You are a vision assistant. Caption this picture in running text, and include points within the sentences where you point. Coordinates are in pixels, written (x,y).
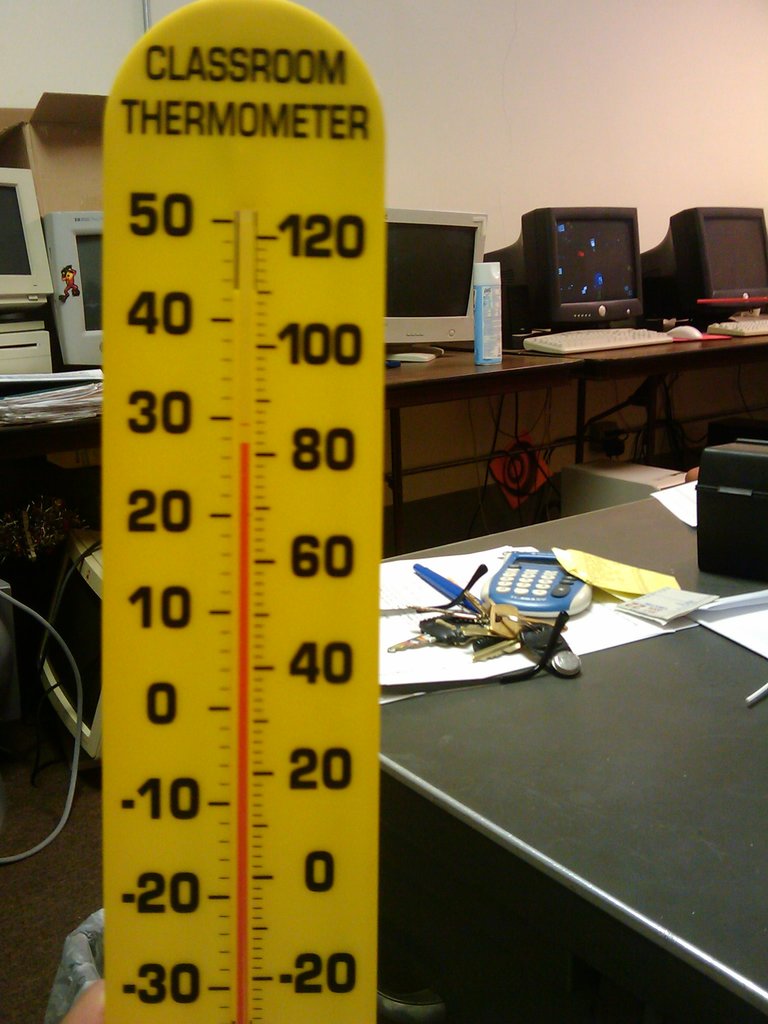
In Front of the picture we can see a thermometer (197,461). On the background (572,72) we can see a wall (589,105) in white colour. We can see computers (574,280) on the table (547,365). Here at the right side of the picture (634,792) we can see table (627,818) and on the table (550,715) we can see a calculator (561,611), keys (520,643), papers (656,624) and a box (734,513) on it.
